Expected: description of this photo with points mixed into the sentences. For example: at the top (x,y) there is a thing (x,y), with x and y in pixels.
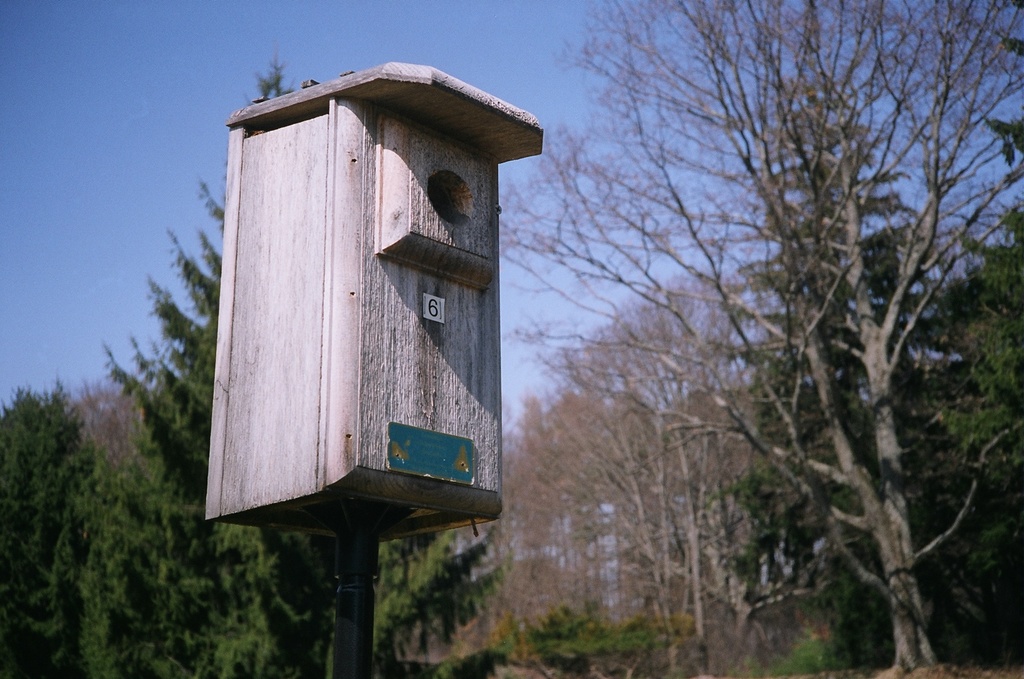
In this image I can see the wooden object (331,471) attached to the pole (371,594), background (9,356) I can see the trees (522,553) in green color and the sky (122,188) is in blue color.
